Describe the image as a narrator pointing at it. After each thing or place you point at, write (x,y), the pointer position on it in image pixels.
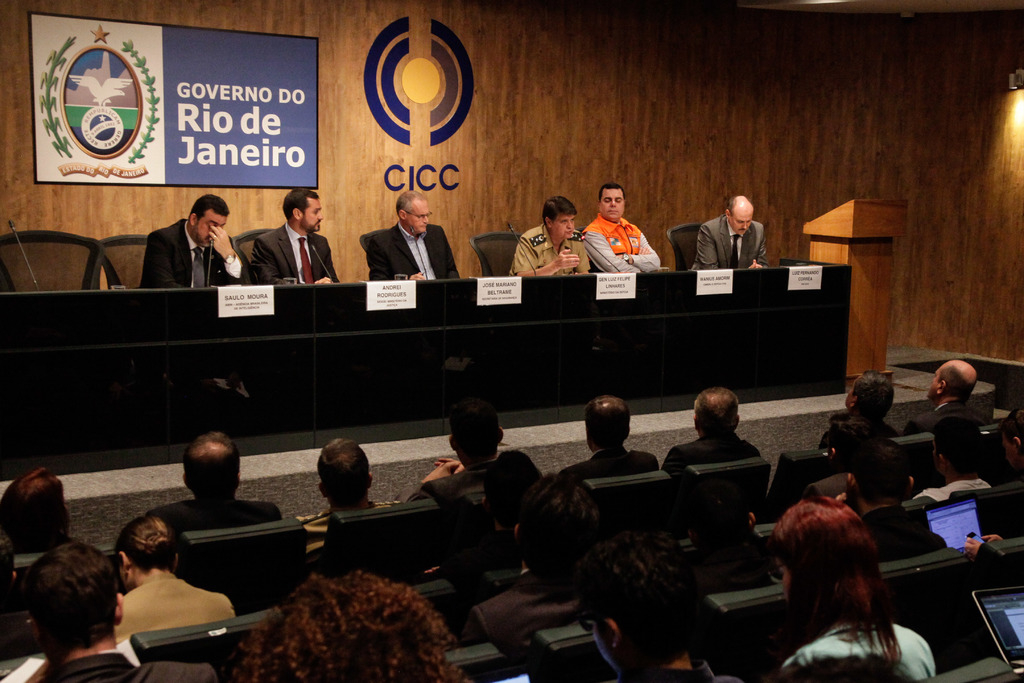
In this image there are a few people (719,229) sitting on the chairs (517,235), in front of them there is a table (431,293) with name plates (244,299) and mics (530,262) on it. In the background (446,37) there is a banner (204,61) and a logo (399,104) on the wall (789,109). In front of them there are a few people (796,560) sitting on the chairs (298,548) and few are placed their laptops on their laps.
